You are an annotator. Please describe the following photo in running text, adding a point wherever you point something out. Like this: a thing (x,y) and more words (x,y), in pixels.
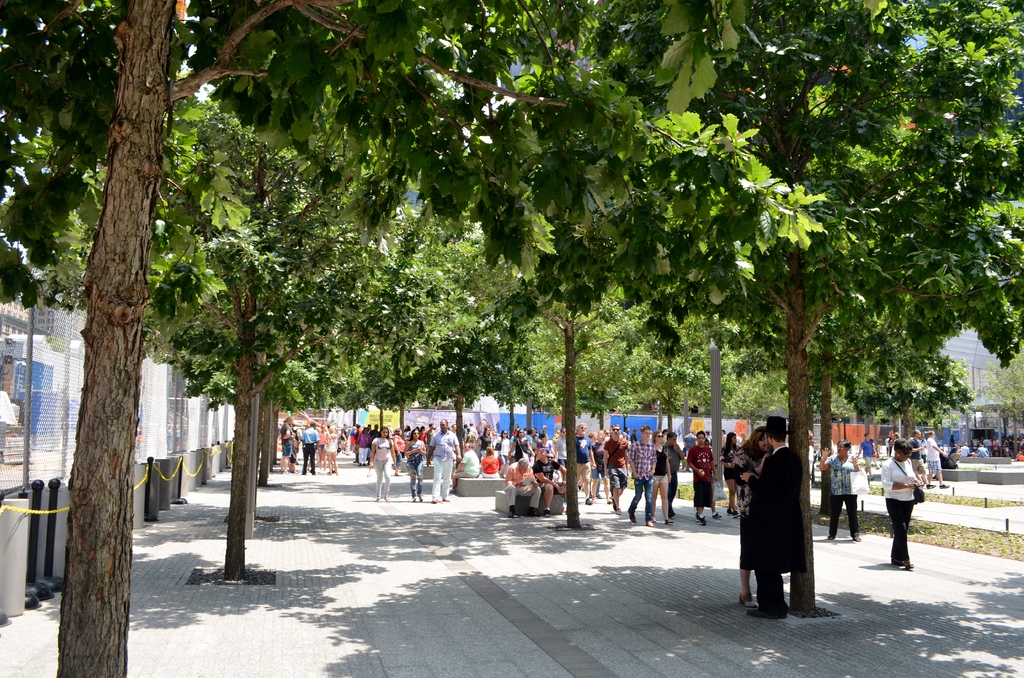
In this image I can see a path (934,509) and number of people (650,476) on it. I can also see number of trees (529,321) over here.
